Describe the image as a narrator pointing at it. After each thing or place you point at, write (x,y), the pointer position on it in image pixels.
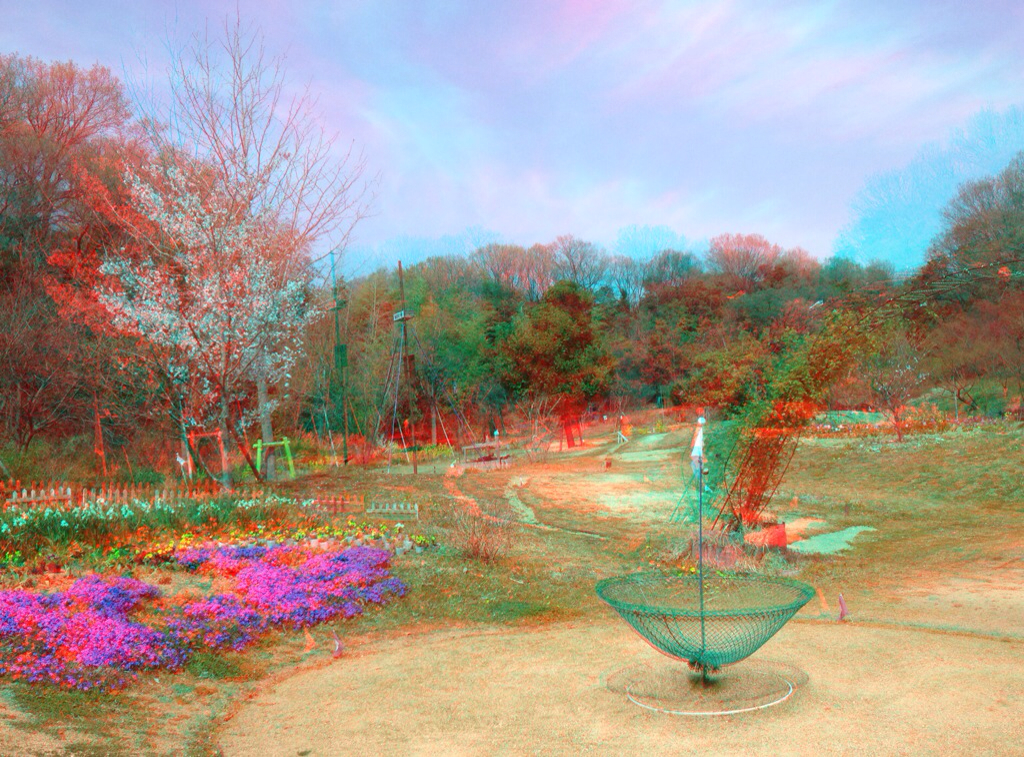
This is an edited image and here we can see trees (158,269), poles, stands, plants (169,564), flowers (204,541) and there is a net (651,581). At the top (565,70), there is sky (392,255) and at the bottom (449,625), there is ground (268,682).
